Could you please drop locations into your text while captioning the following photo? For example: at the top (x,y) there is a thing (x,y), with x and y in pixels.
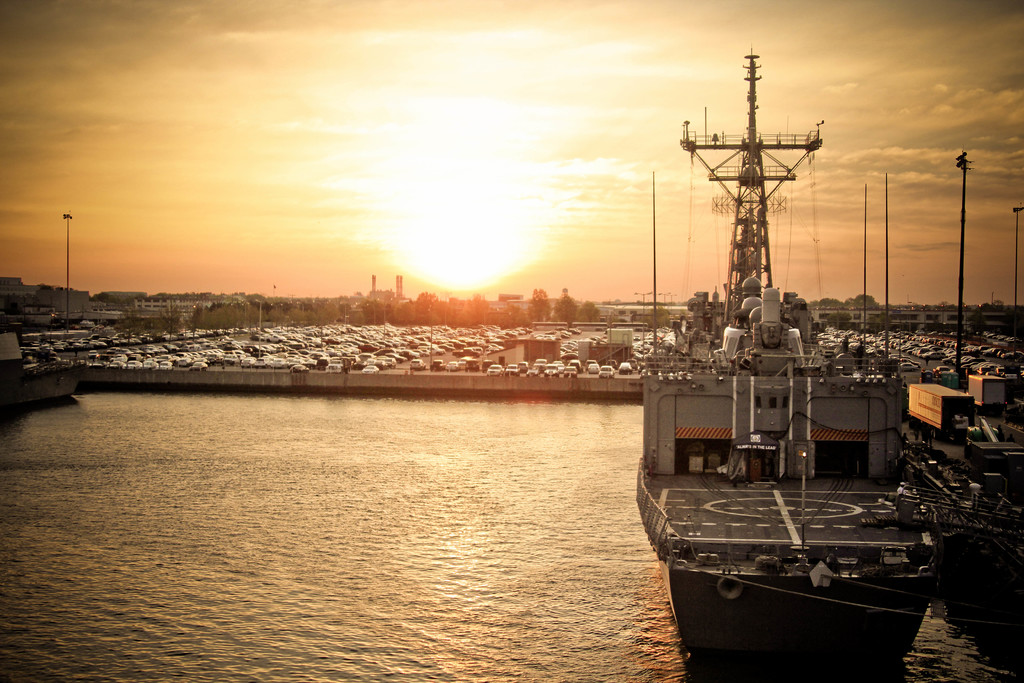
In the foreground of this image (638,476), on the right (874,356), there is a ship (818,438) on the water (614,586). In the background (879,337), there are many cars (307,366) and vehicles (937,337). We can also see few poles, trees (395,309), buildings (498,299), sky (397,181) and the sun (504,246).
